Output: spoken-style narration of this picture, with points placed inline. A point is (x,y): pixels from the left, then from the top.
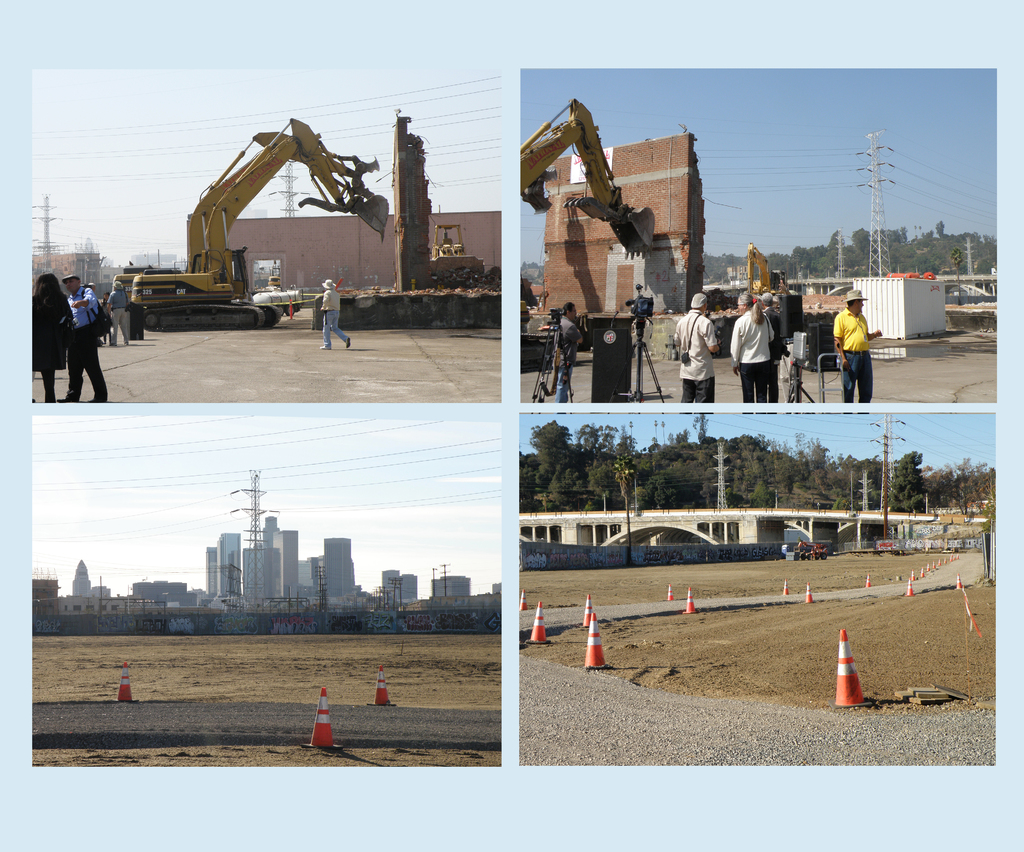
In this image we can see the collage picture of four photo and in the top left side of the image (153,280) we can see some people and there is a crane machine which looks like it destroying a building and in the top right side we can see some people (864,353) and crane machine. There are some trees (769,465) and buildings (678,239) and there is a road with traffic cones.
